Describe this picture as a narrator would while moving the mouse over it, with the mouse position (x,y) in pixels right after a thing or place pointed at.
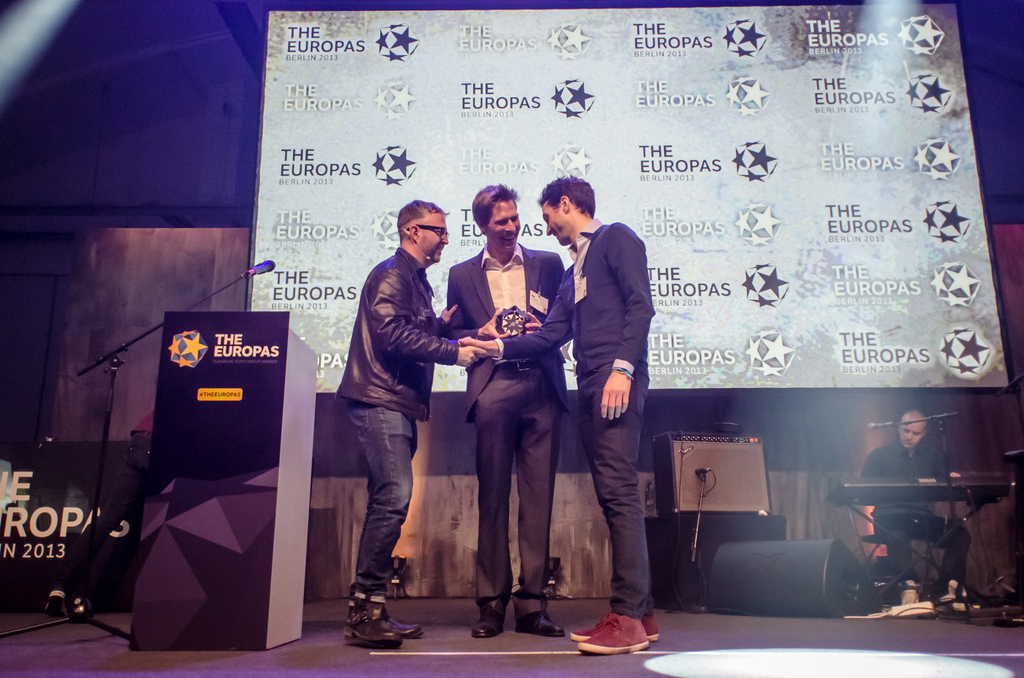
In this image we can see three persons (522,386) standing. Person (400,424) on the left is wearing specs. Middle person (488,310) is holding something in the hand (493,322). There is a stand (243,405). On the stand (245,352) something is written. Also there is an emblem (180,354). Also there is a mic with mic stand (115,353). In the back (374,134) there is a screen (372,86) with logos (573,111) and something is written. On the floor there are speakers (717,474) and there is a person (911,434) sitting. In front of him there is a musical instrument (903,486). Also there is mic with mic stand (904,423). In the back (126,375) there is a wall (123,387). Near to that there is a banner (71,531).
